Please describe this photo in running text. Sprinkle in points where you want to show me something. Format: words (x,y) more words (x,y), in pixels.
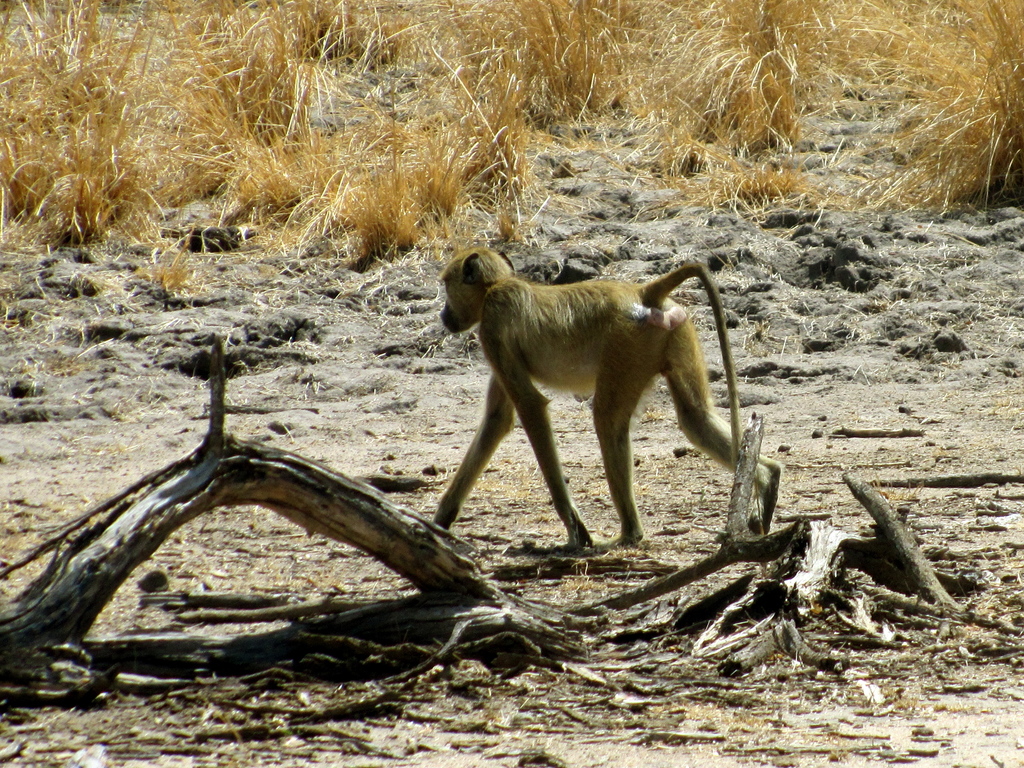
In this picture I can see a monkey (674,391) is walking in the middle (479,256). On the left side (214,455) there are dried wooden sticks (442,638), at the top (389,187) there are dried plants (507,121) in this image.
